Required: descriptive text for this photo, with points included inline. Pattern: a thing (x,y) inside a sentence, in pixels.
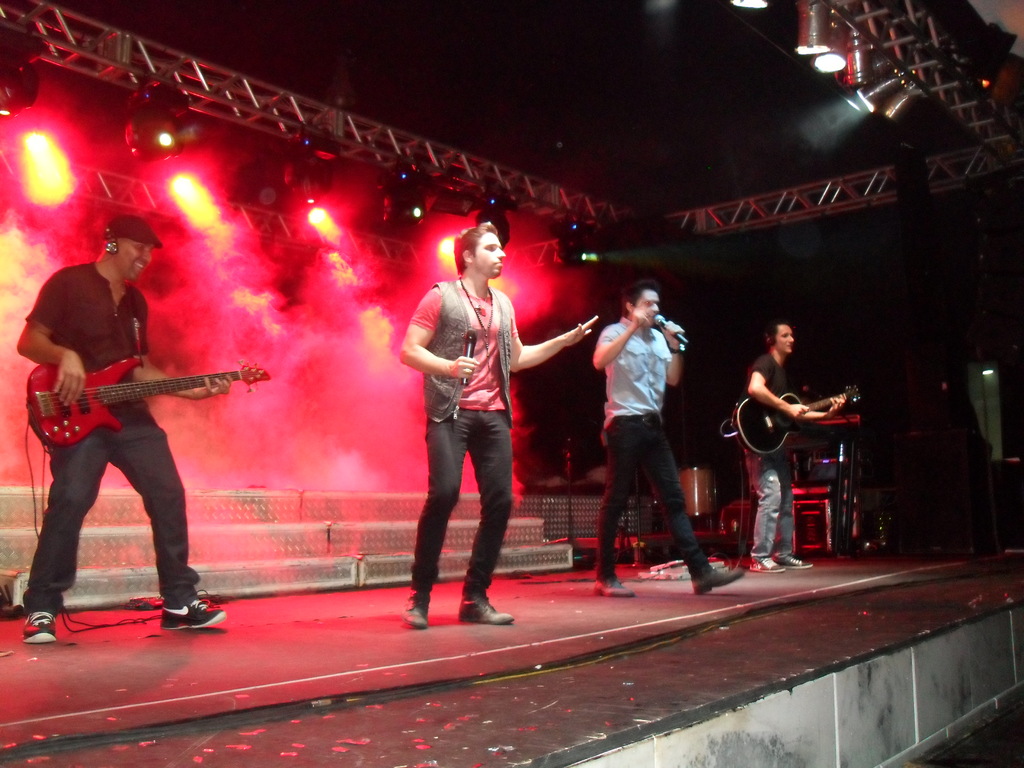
These four persons (62,358) are standing and these two persons (635,354) are holding microphones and these two persons (782,390) are holding guitar (793,397) and playing. On the background (324,216) we can see focusing lights (311,208) and smoke (325,338).
